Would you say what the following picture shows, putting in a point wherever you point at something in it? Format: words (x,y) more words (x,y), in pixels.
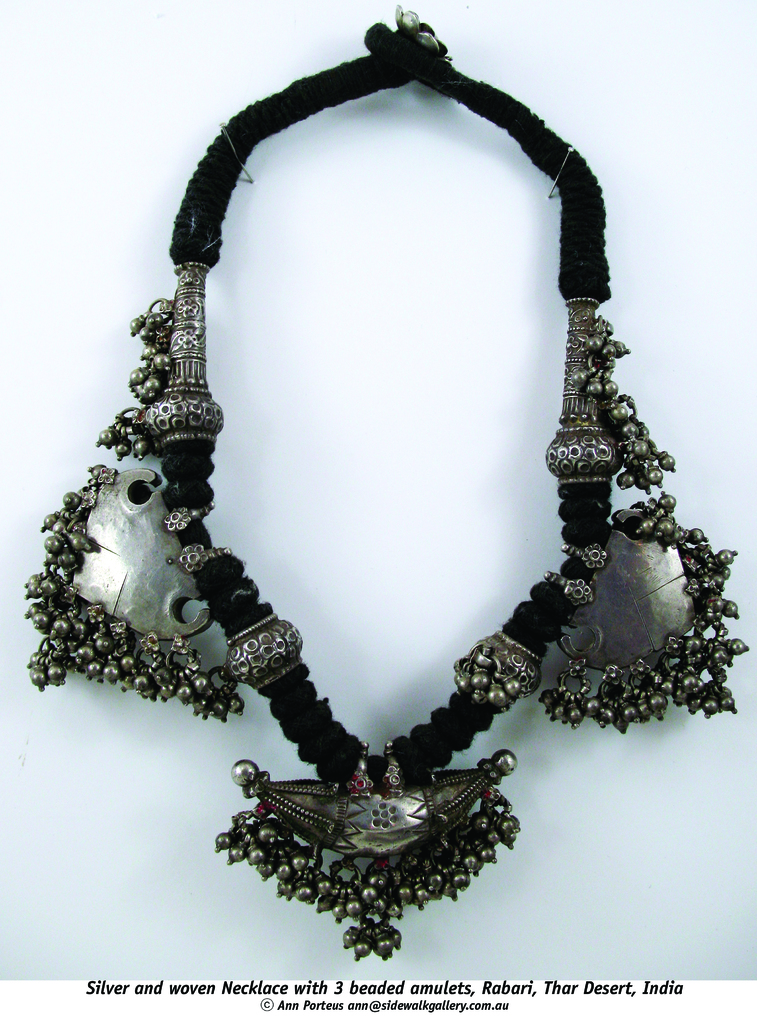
In this picture we can observe a necklace (291,649) which is in black color. We can observe some black color words (179,984) in this picture under the necklace (429,857). The background (358,186) is in white color.
